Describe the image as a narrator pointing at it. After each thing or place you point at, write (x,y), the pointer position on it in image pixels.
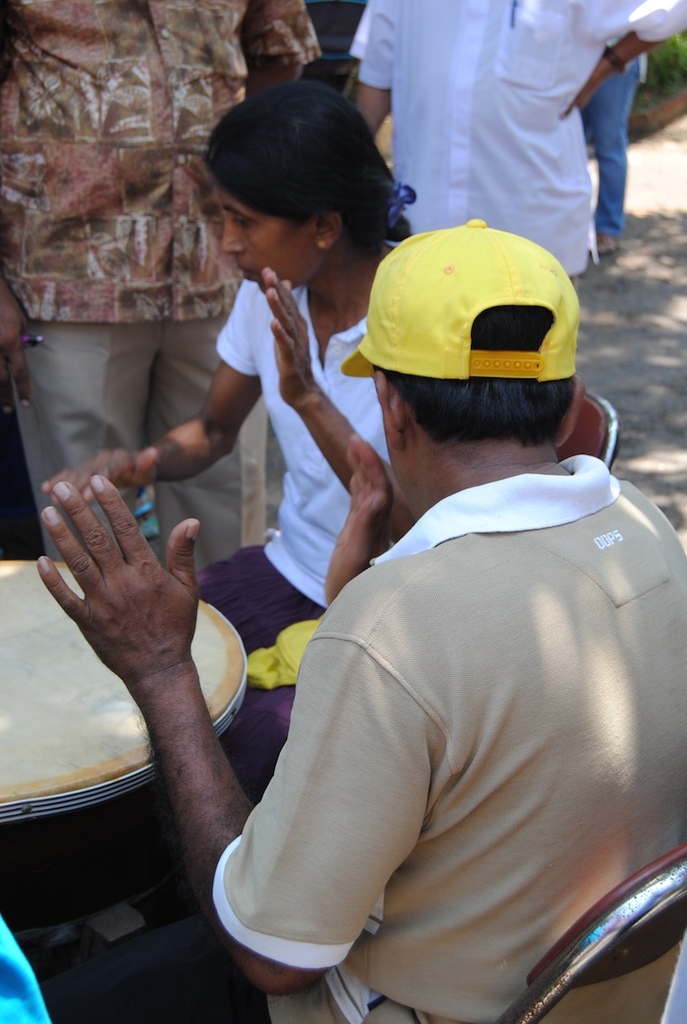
In this picture there are two people (313,505) sitting and playing musical instrument (203,649). At the back (142,187) there are three people (445,77) standing and there is a plant (660,108). At the bottom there is ground (624,264).
